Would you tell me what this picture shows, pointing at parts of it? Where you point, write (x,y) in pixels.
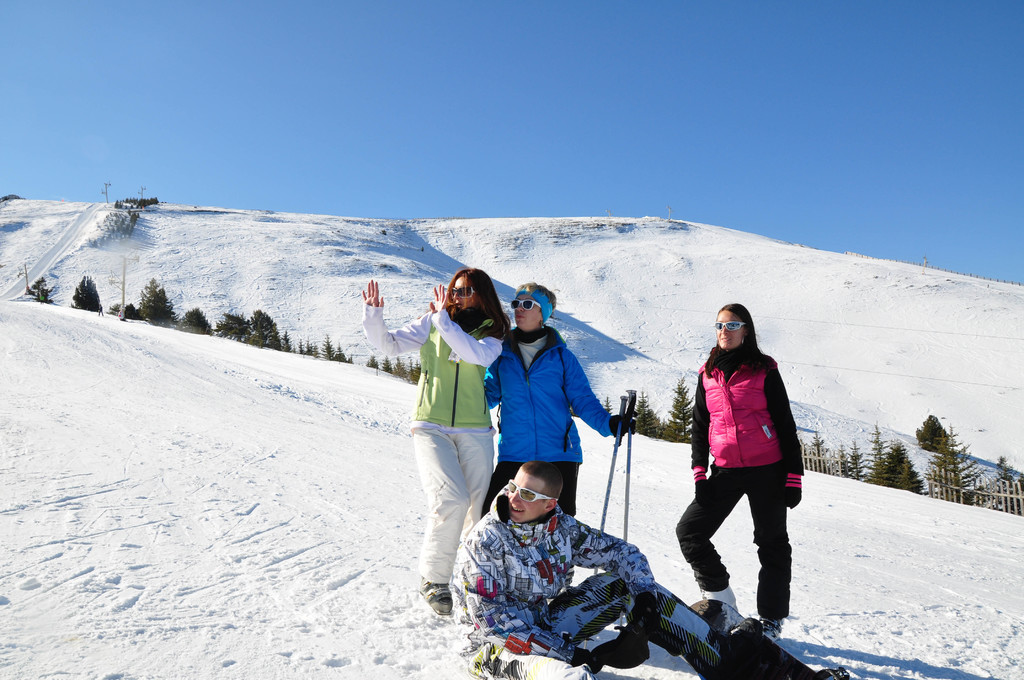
There are four members (514,486) in the picture. One guy (528,609) is sitting on the snow (295,537). The other one (617,417) is holding two skiing sticks (612,473) in his hand (612,432). There is a lot of snow (175,498) here. In the background (153,323), there are some trees (146,301), a snow covered mountain (360,255) and a sky (520,141) here.
